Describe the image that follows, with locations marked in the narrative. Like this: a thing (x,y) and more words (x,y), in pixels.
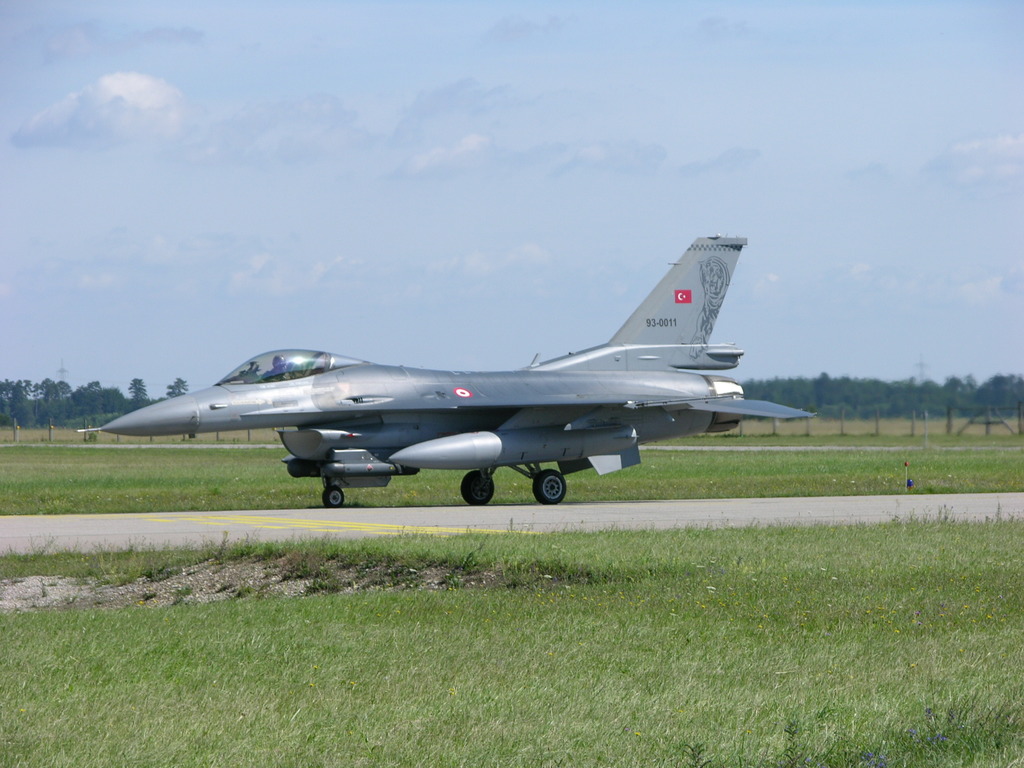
In this image in the center (489,421) there is an airplane (374,414), and at the bottom (415,550) there is grass (607,495) and walkway (696,500). And in the background (17,410) there are some poles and trees (963,403), at the top (436,149) there is sky (477,237).
